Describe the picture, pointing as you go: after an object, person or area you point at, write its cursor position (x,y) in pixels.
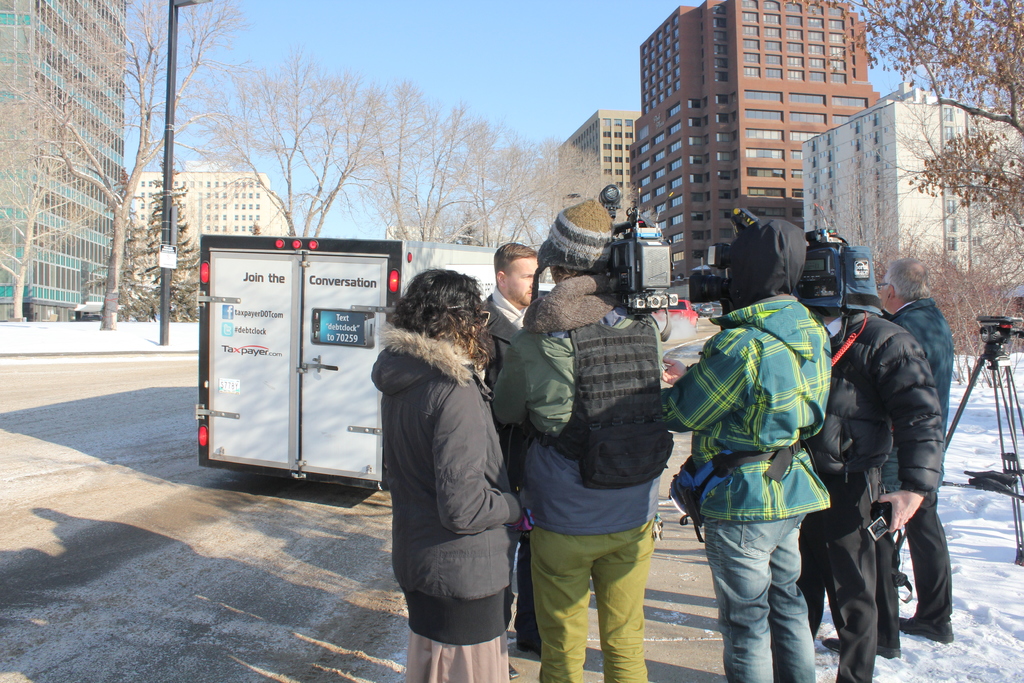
In this image I can see in the middle (616,378) there are two persons (801,346), they are standing by holding the cameras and few other people (896,271) are also there. On the left side (334,409) there is a vehicle (323,417) on the road (98,368), in the middle (456,239) I can see there are trees (356,185), there are buildings (709,174) on either side of this image, at the top (517,45) there is the sky (504,19). On the right side (985,351) there is the camera stand (1011,468) on the snow (959,574).
